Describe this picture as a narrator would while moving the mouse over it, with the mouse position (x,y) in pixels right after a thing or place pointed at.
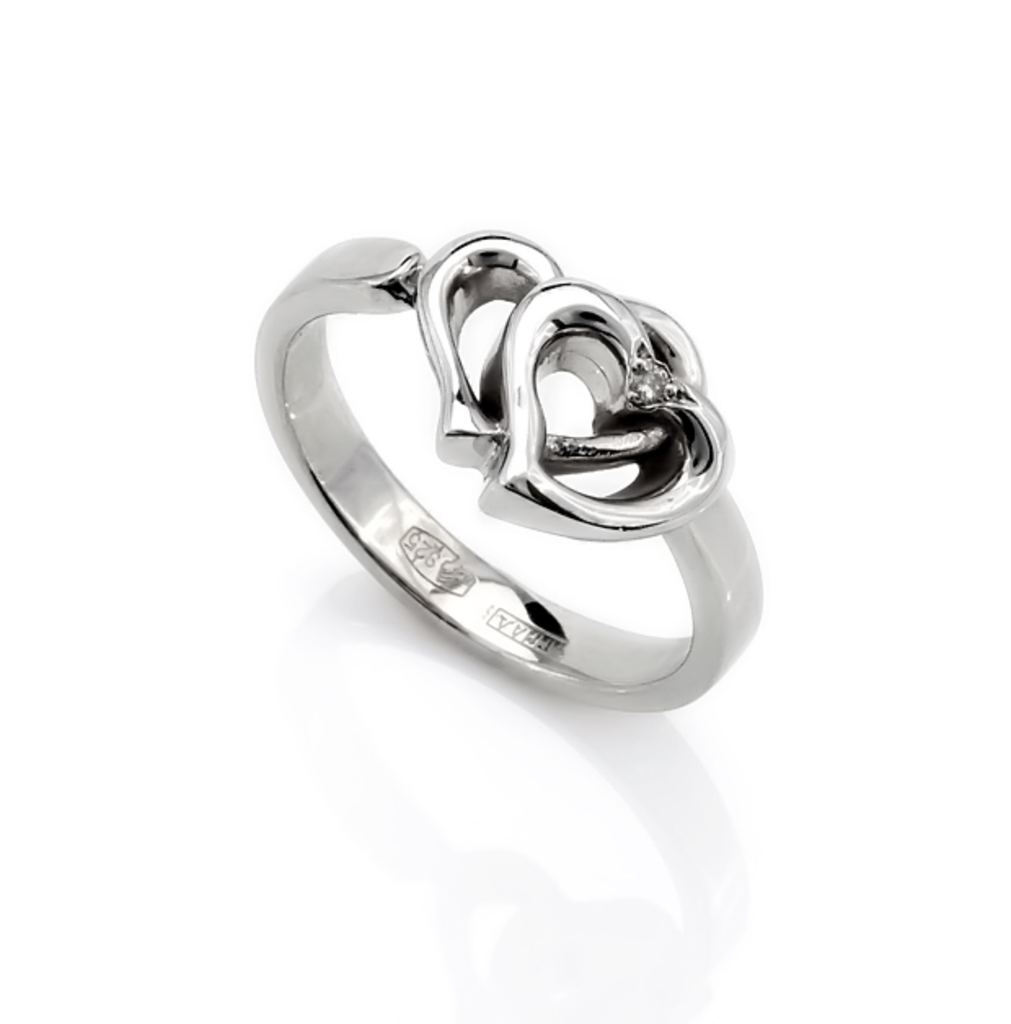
In this image I can see the ring (547,251) and the background (771,200) is in white color.
